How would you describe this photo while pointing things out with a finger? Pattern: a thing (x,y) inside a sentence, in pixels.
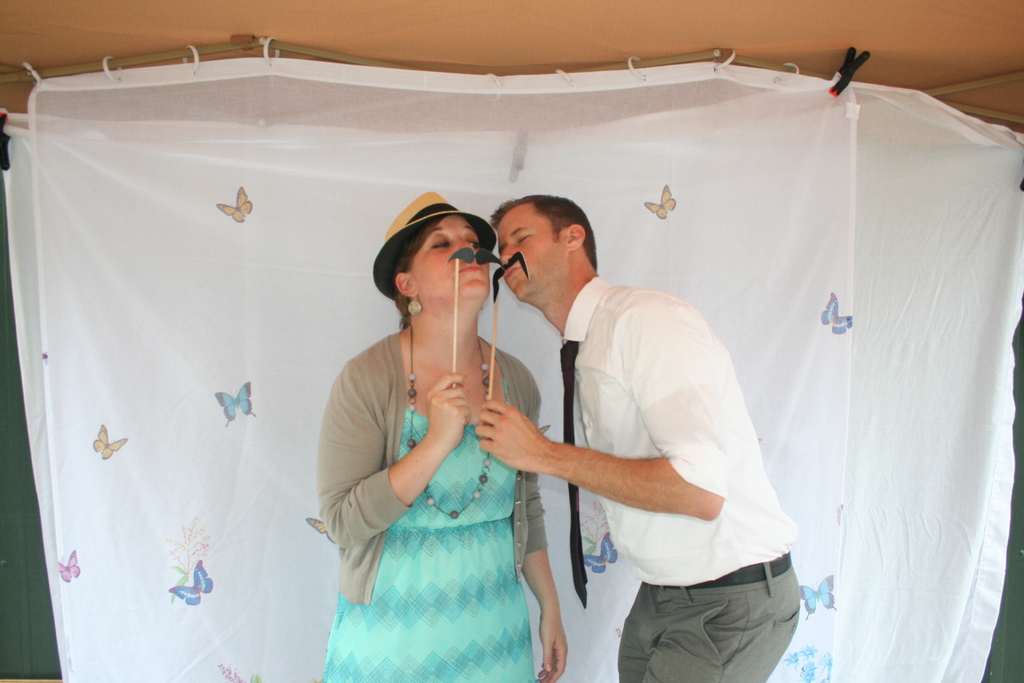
In the foreground of the image (504,457) we can see two persons (626,511) holding sticks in their hands (437,430). One woman (435,362) is wearing a hat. In the background (846,614), we can see a curtain (811,194) with butterflies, clip (845,69) and roof (75,22).
